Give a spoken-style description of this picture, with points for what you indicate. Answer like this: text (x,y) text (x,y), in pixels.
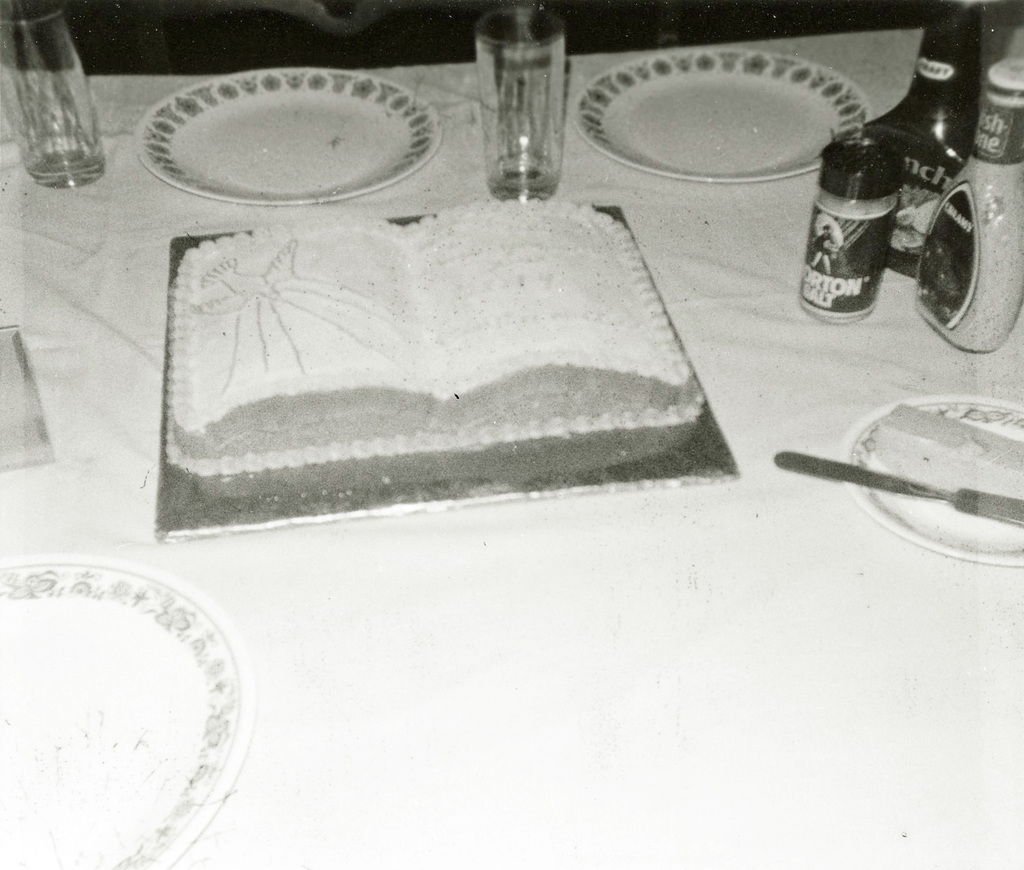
In this image we can see plates (612,98), glasses (494,180) and some other objects (998,304) placed on the white surface (93,328).
